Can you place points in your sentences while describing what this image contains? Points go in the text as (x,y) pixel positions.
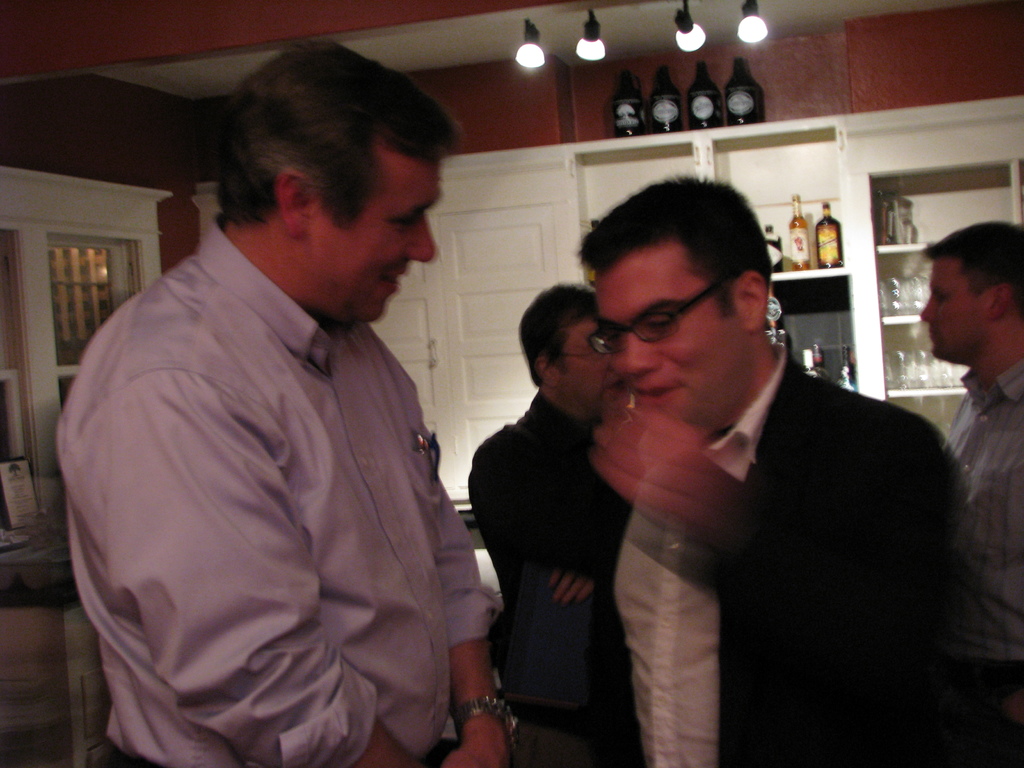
In this image I can see four people (355,609) standing and wearing the different color dresses (796,661). In the back (488,333) I can see the cupboard (787,283) and the wine rack (873,186). To the left (49,544) I can see some boards (19,486) on the table (19,592). I can also see the lights (533,40) in the top (584,44).
